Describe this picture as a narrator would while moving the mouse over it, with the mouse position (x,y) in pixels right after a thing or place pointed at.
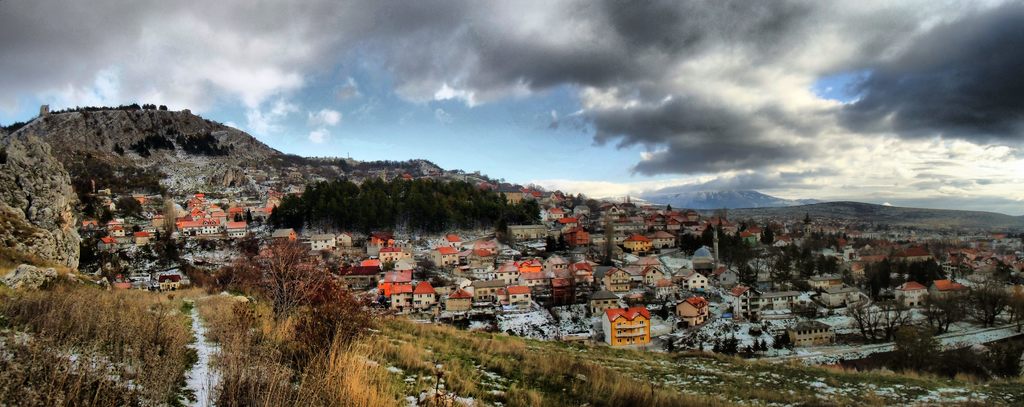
In this image we can see many trees (795,250) and plants (592,379). There are many hills (455,199) in the image. There is a cloudy and blue sky (786,144) in the image. There are many buildings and houses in the image.
